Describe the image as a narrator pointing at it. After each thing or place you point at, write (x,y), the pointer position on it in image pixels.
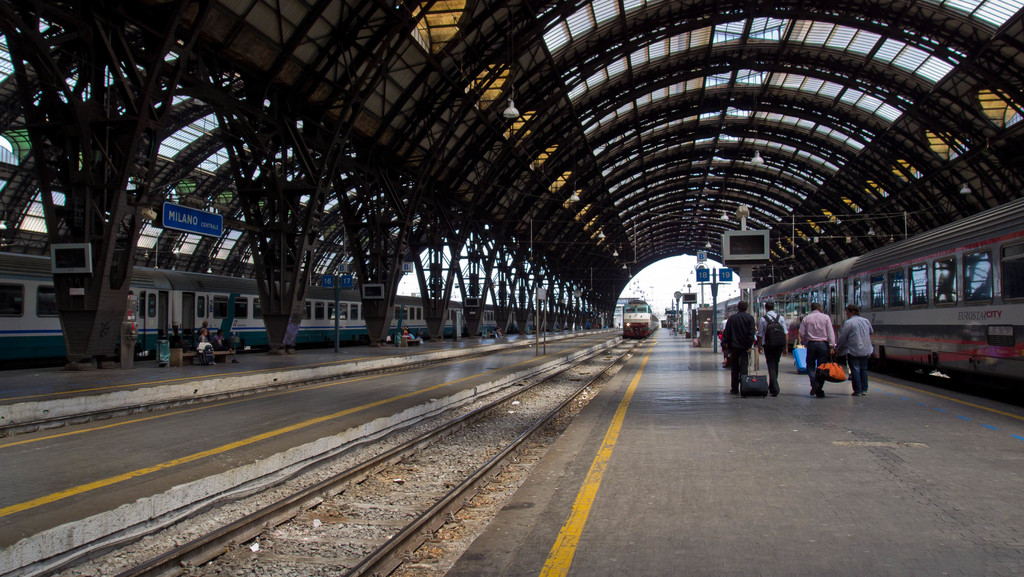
Trains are on track (582,373). Here we can people (845,337). One person (778,336) wore bag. These are sign boards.
